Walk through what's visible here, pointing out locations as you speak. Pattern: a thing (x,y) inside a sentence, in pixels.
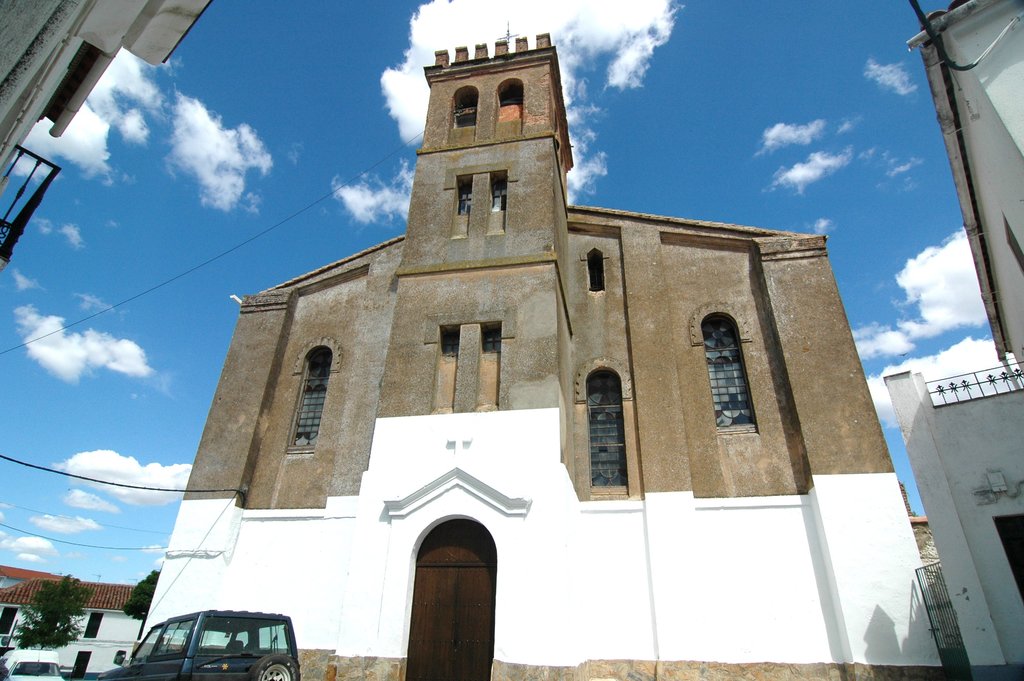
In this image we can see buildings (238,600). Left bottom of the image (236,662) cars (161,662) and trees (76,633) are there. At the top of the image (774,113) sky (792,155) is there with clouds (918,284).
